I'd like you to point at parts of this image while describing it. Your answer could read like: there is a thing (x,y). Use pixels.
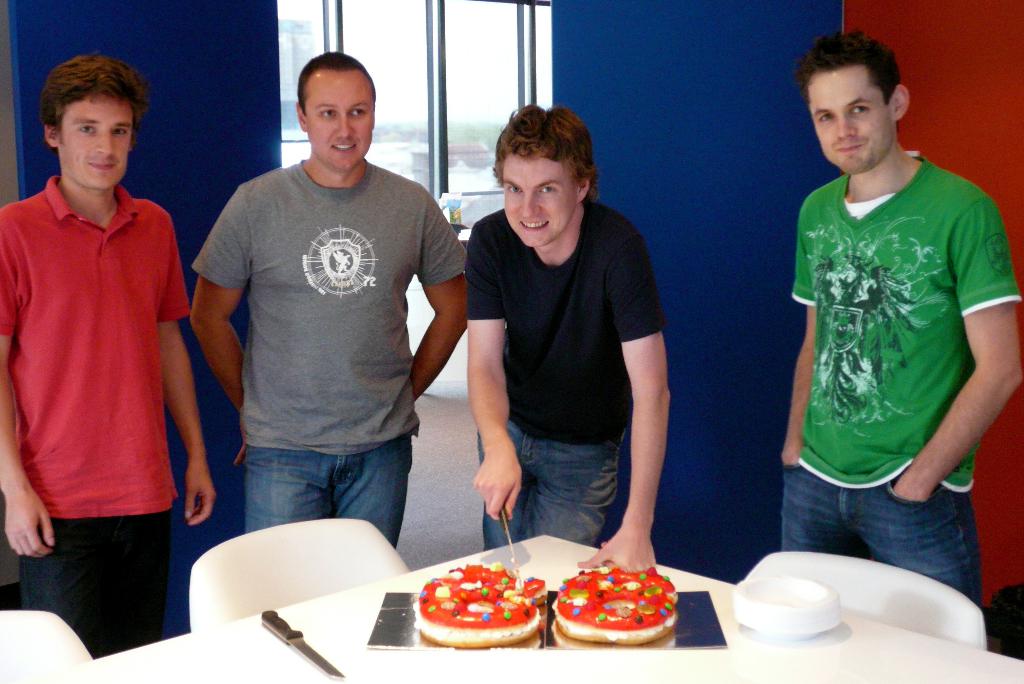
In this image there is a person (540,397) holding a knife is cutting a cake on the table (206,657). On the table (222,660) there are some other objects (398,617). In front of the table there are chairs (299,562), beside the person (535,188) there are a few people (412,237) standing. Behind him there is a glass window (427,78) on the wall (590,65), through the window (540,81) we can see trees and buildings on the outside.
